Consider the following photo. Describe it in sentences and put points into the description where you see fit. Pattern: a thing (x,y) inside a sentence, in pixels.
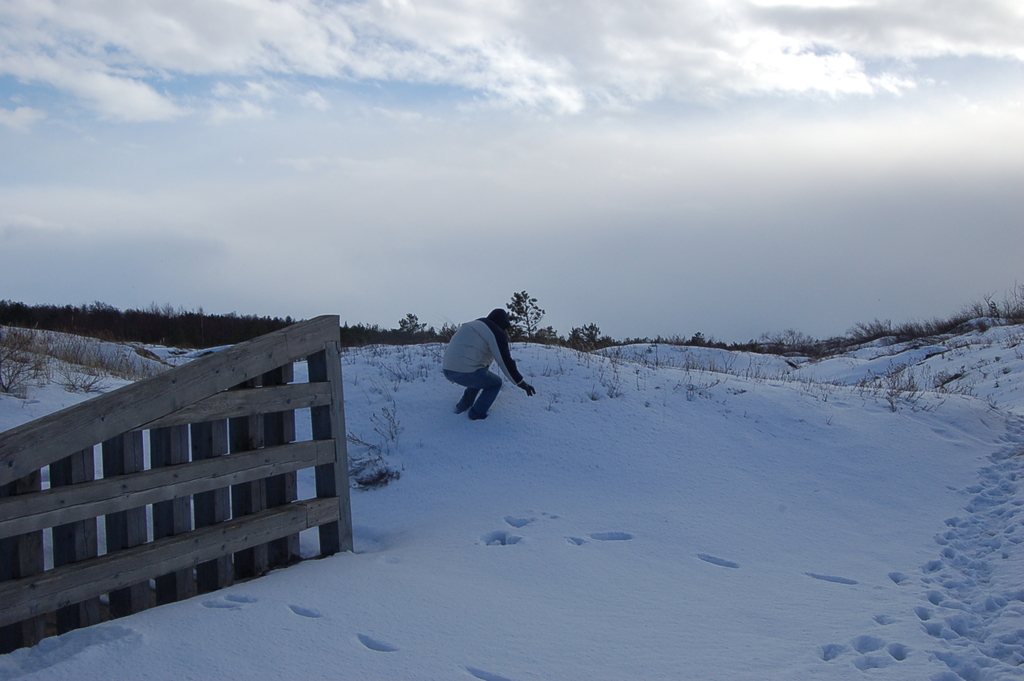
In this image there is one person (500,377) crouching in middle of this image (490,395) and there is a snow ground (654,517) as we can see at bottom of this image (566,573) and there are some trees (170,336) in the background (175,333). There is a wooden object (224,444) kept at left side of this image (257,436).
